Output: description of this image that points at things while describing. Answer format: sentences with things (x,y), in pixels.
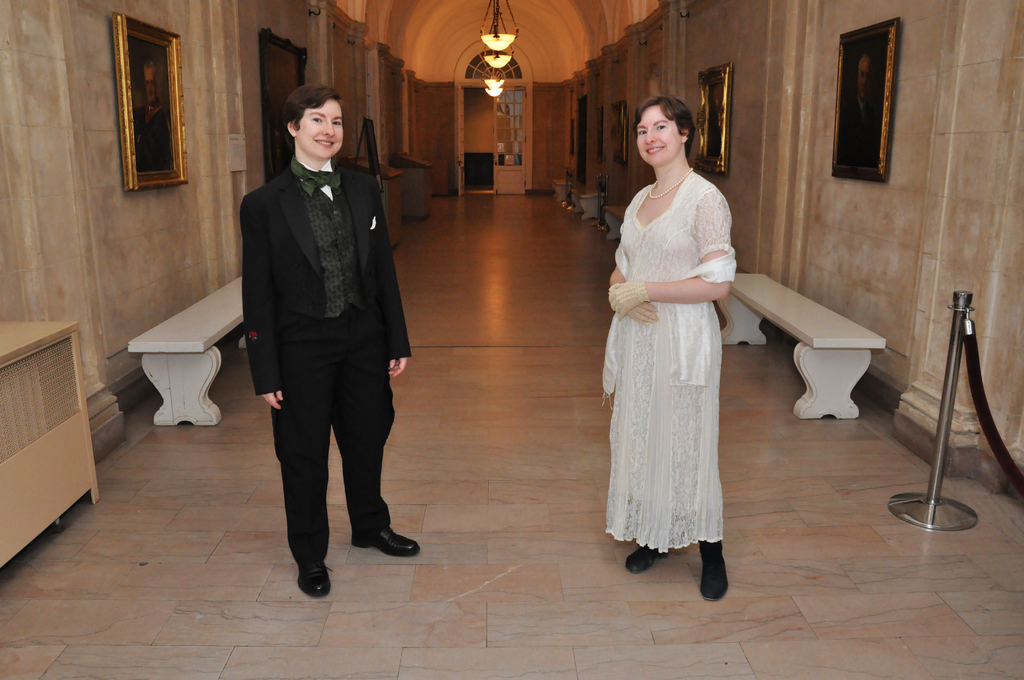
This picture is clicked inside the hall (469,13). On the left (300,209) we can see a person (329,110) wearing black color suit (275,262), smiling and standing. On the right (715,286) we can see a woman (689,118) wearing white color dress (655,249), smiling and standing and we can see the picture frames (262,77) hanging on the wall (944,211) and we can see the benches (208,323), metal rod (944,420), rope (977,401), chandeliers (497,45) and some other objects (15,394). In the background (509,146) we can see the door (516,105), wall (555,98) and some other objects (475,163).
